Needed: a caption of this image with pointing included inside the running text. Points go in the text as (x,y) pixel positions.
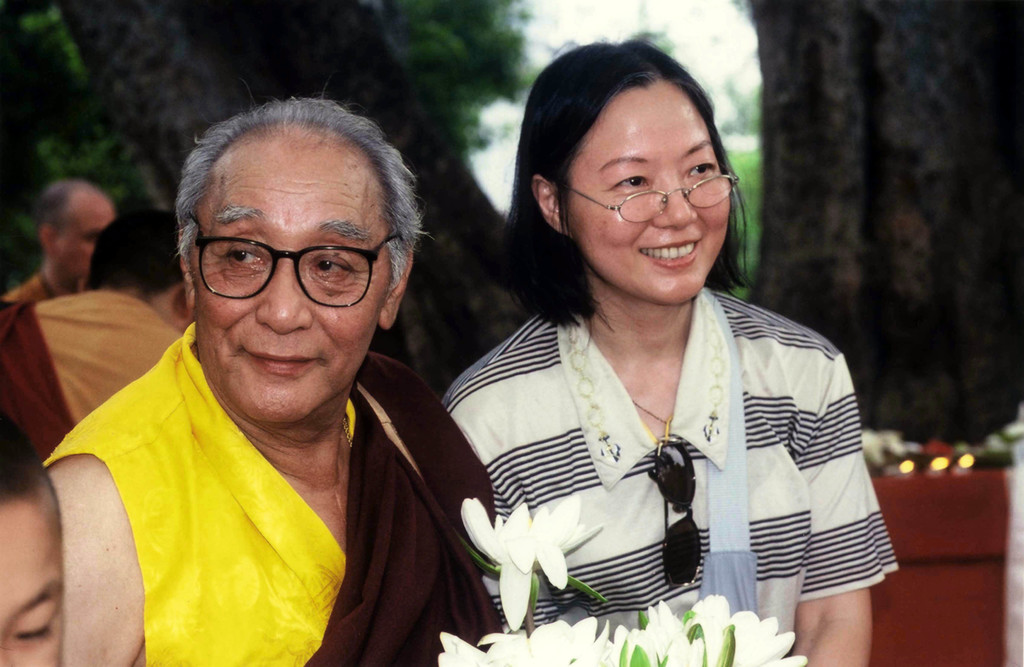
In this image there are two people (335,275) wearing a smile on their faces (317,178). In front of them there are white flowers (524,576). Behind them there are few other people (86,291). In the background (303,93) there are trees (279,64).
